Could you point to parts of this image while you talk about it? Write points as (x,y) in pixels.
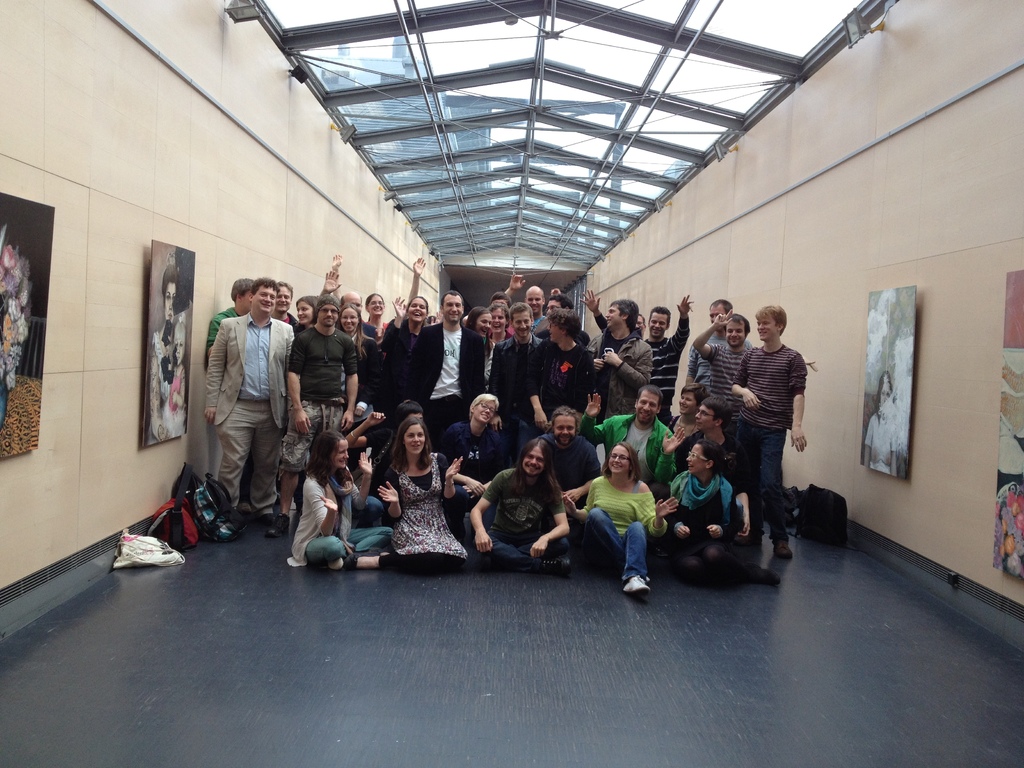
In the foreground of this image (770,366), there are group of people (412,326) posing to the camera. Few are sitting and few are standing. We can also see few bags (845,500) on the floor (590,580) and frames (1022,394) on either side of the image on the wall (976,288). At the top (586,77), there is the inside roof (477,86) of the shelter (387,132).
